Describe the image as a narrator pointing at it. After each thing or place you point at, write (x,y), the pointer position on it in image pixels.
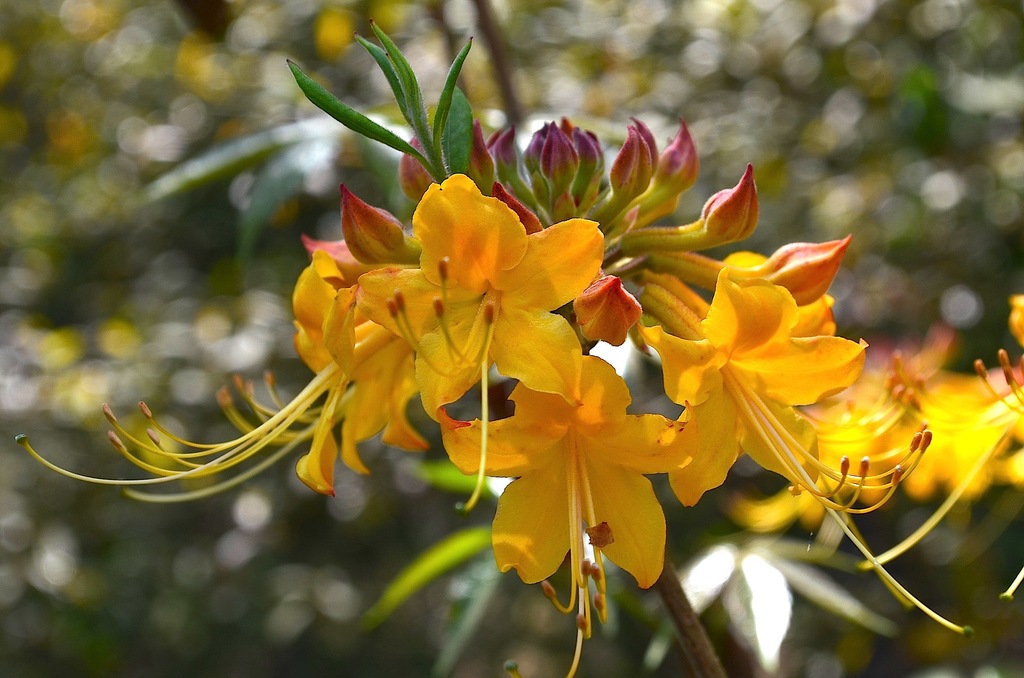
In this picture we can see few flowers (561,269) and blurry background (762,73).
